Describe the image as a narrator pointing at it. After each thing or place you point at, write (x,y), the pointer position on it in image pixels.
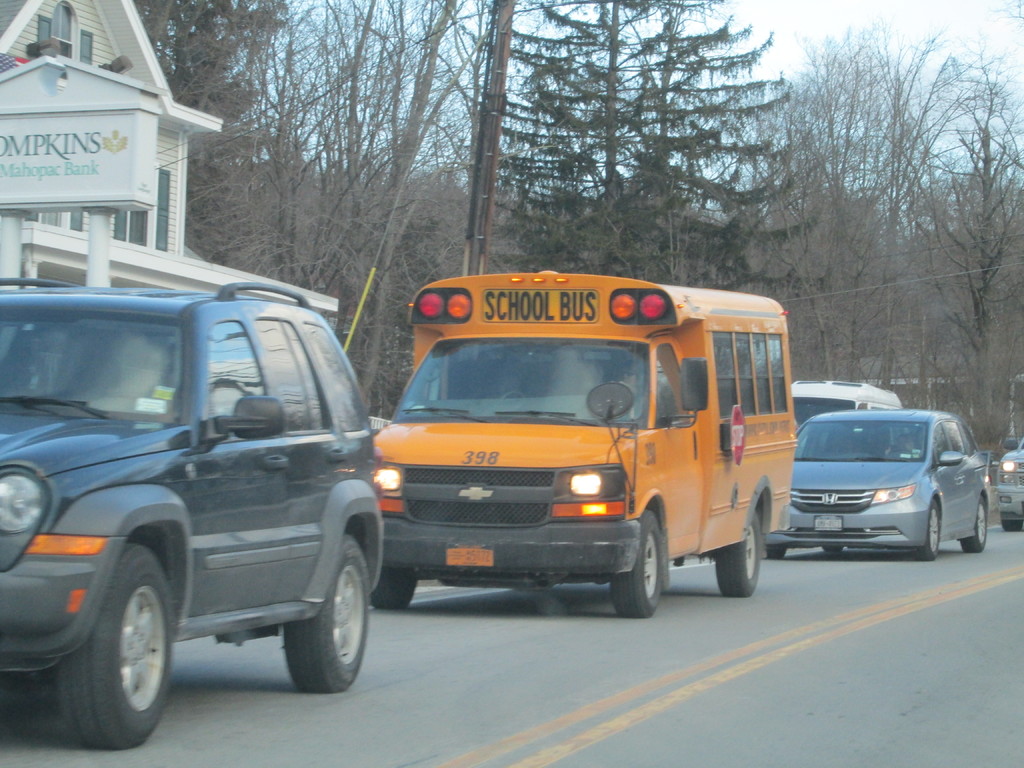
In this picture, I can see there is a heavy traffic jam (472,432), They are three cars (840,543) including one school bus (757,360) and a van (856,394) after that i can see a building (91,31) next they are few trees (391,25) which includes with dried trees (889,91) and finally i can see a electrical pole (488,144) and road (694,628).
